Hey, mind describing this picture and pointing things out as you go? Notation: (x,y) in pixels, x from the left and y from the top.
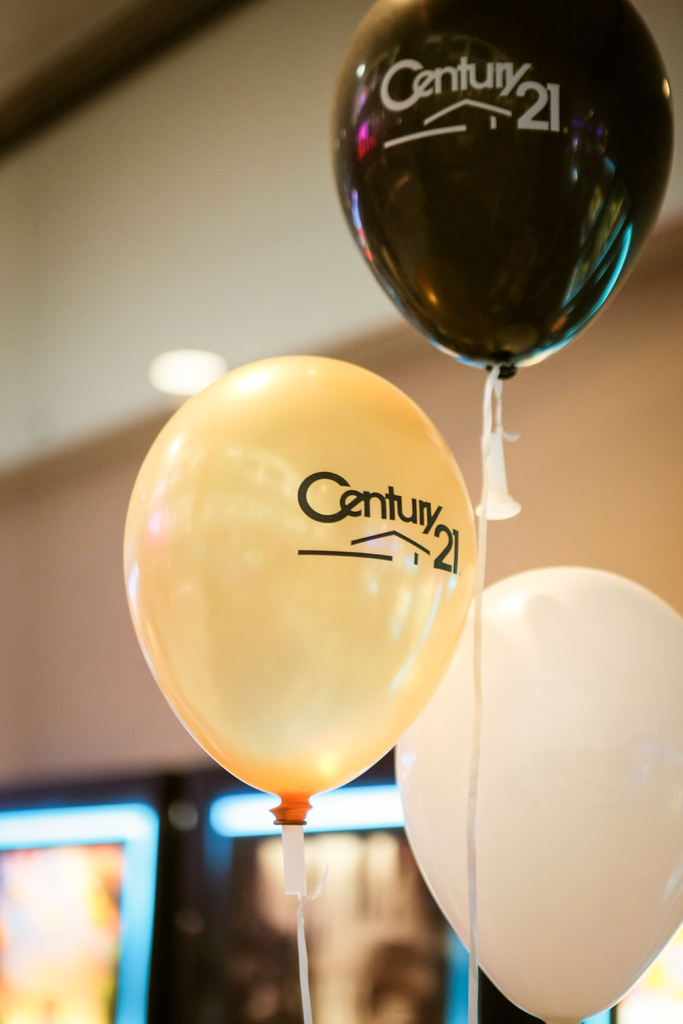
There are three balloons (401,472). On the balloon (430,156) something is written. In the back (188,211) there is a wall (74,555). And it is blurred.
